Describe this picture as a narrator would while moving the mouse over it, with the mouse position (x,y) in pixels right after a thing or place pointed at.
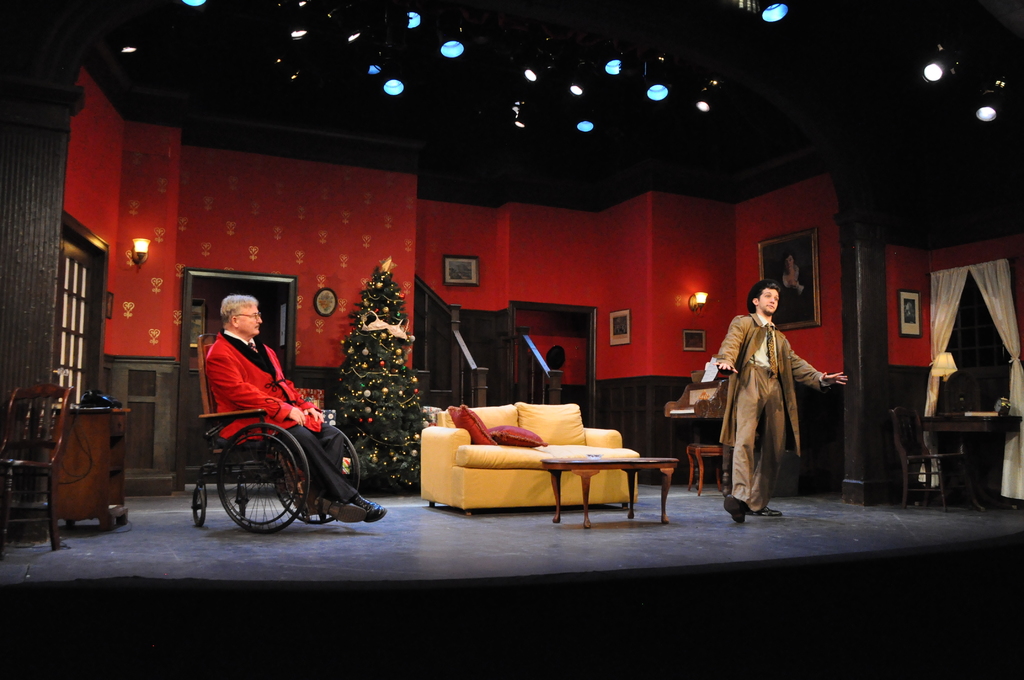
This picture is clicked inside a room (441,545). There is a person (306,447) sitting on wheelchair (286,459) and other person (744,460) is walking. In the room (652,435) there is a couch (444,455) with cushions (500,426) on it, tables (101,430) and chairs (39,438). There are wall lamps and picture frames (779,264) hanging on the wall (895,315). There are lights (530,77) to the ceiling (703,52). To the extreme left corner (27,285) there is a pillar (16,268). To the extreme right corner (999,295) there is curtain (987,309) to the window (973,314). And to the center (447,344) there is staircase (460,343).
